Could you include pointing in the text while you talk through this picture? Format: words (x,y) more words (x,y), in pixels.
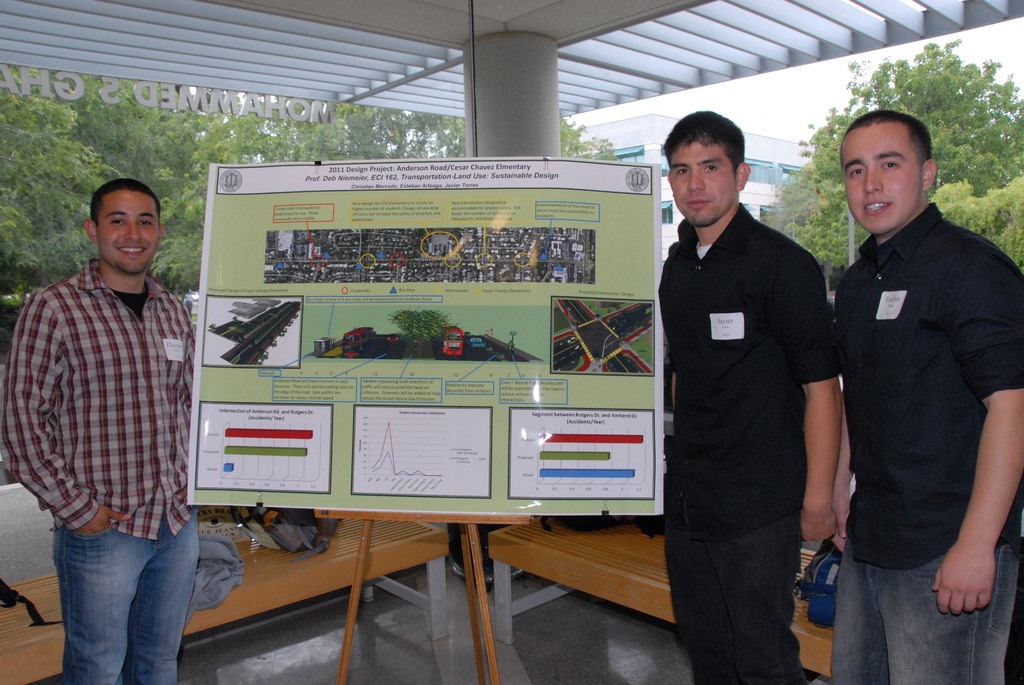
In this picture these three persons (677,349) are standing. There is a banner (394,453) with stand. On the background (324,139) we can see trees (324,139) and building (648,129) and sky (791,83). There is a pillar (519,89). We can see bench (558,567). On the bench (257,558) We can see bag (311,538), cloth (232,564).
